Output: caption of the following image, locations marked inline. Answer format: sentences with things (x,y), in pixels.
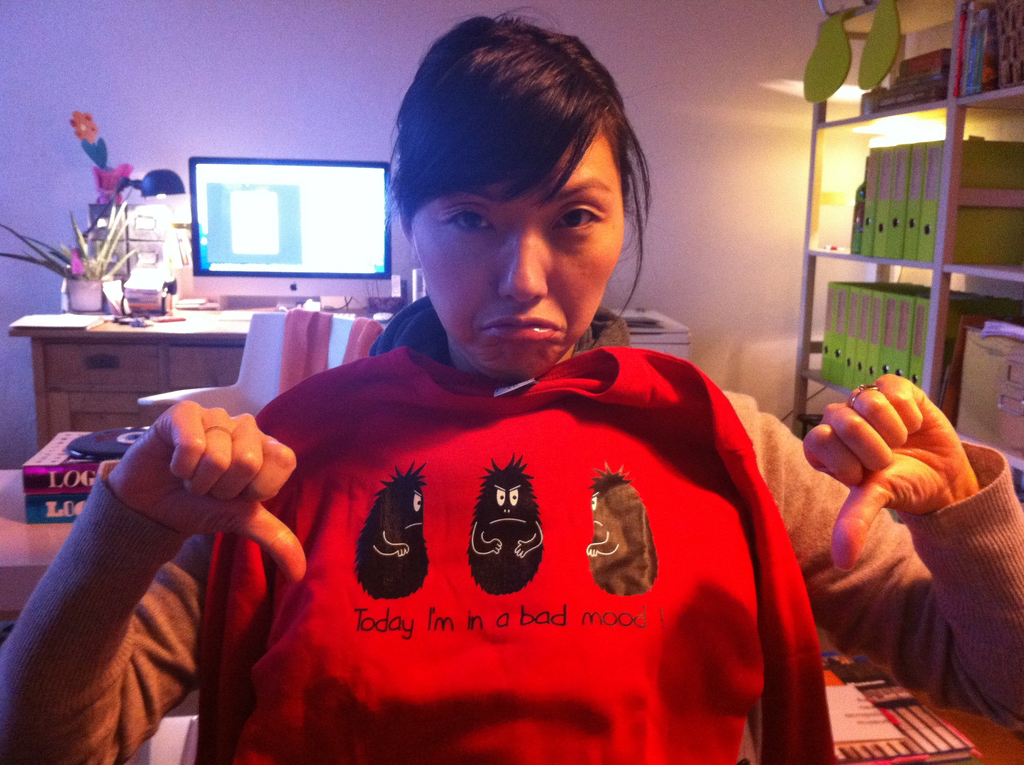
In this picture there is a woman (492,440). At the back (54,330) there is a computer (200,256), plant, lamp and mouse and there are objects (385,308) on the table (54,347) and there is a cloth (307,351) on the chair (256,375) and there are books (66,502) on the table (57,526). On the right side of the image (938,88) there are books (932,73) and there is a cardboard box (963,393) in the shelf (934,336). At the back (897,131) there is a light (938,133) and there is a wall (791,148). At the bottom (891,727) there are books (835,712) on the table (914,689).
